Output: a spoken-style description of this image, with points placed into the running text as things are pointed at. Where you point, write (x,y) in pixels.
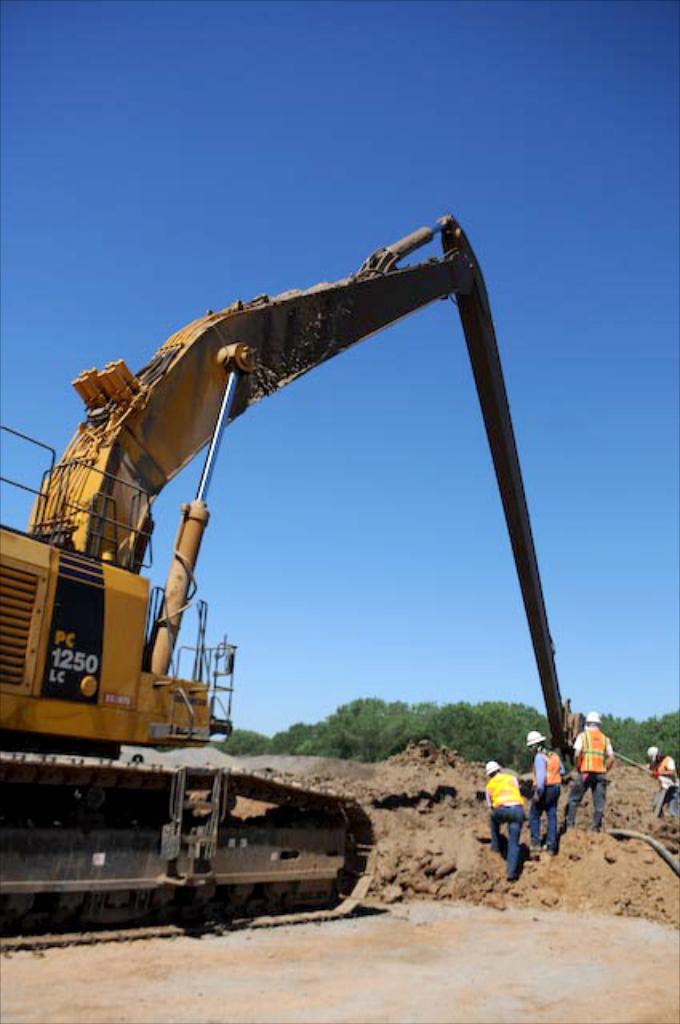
In this picture we can see group of people (606,771), and an earth moving vehicle (236,811), in the background (419,710) we can see few trees (641,730).
